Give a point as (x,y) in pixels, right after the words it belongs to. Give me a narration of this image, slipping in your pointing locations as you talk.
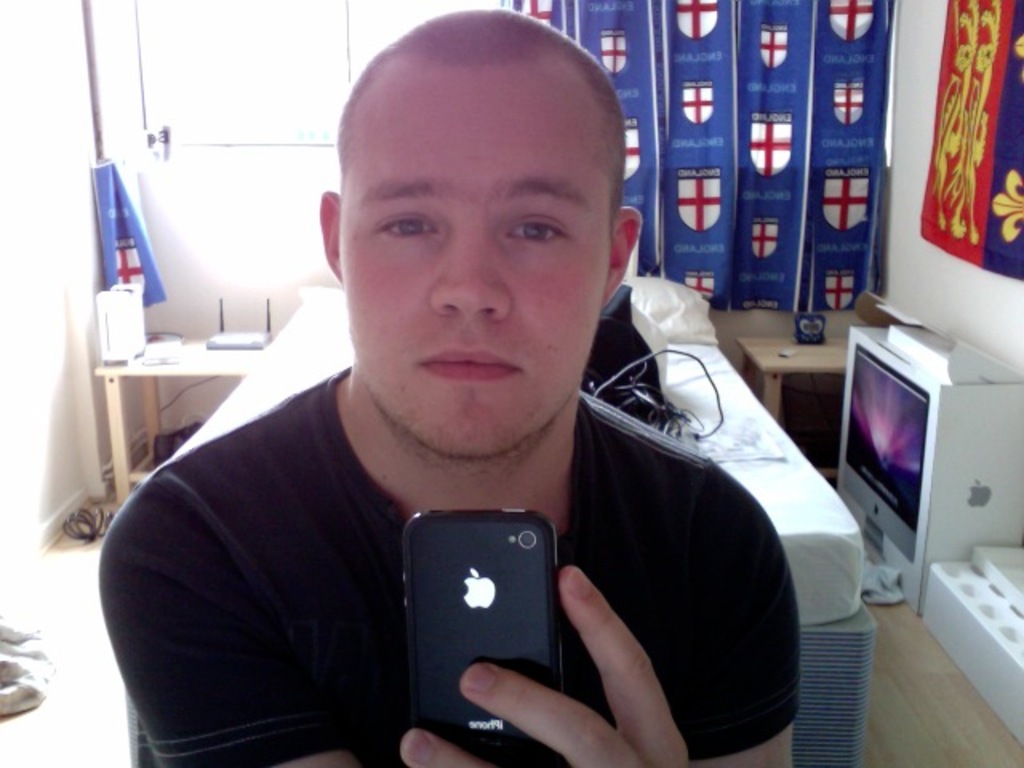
This picture shows a man (208,720) standing and holding a mobile (485,557) in his hand (576,594) and we see a curtain (716,216) and two tables (215,362) on both the sides and we see a router (223,333) and we see a monitor (878,429) and a curtain (841,64) on the window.
